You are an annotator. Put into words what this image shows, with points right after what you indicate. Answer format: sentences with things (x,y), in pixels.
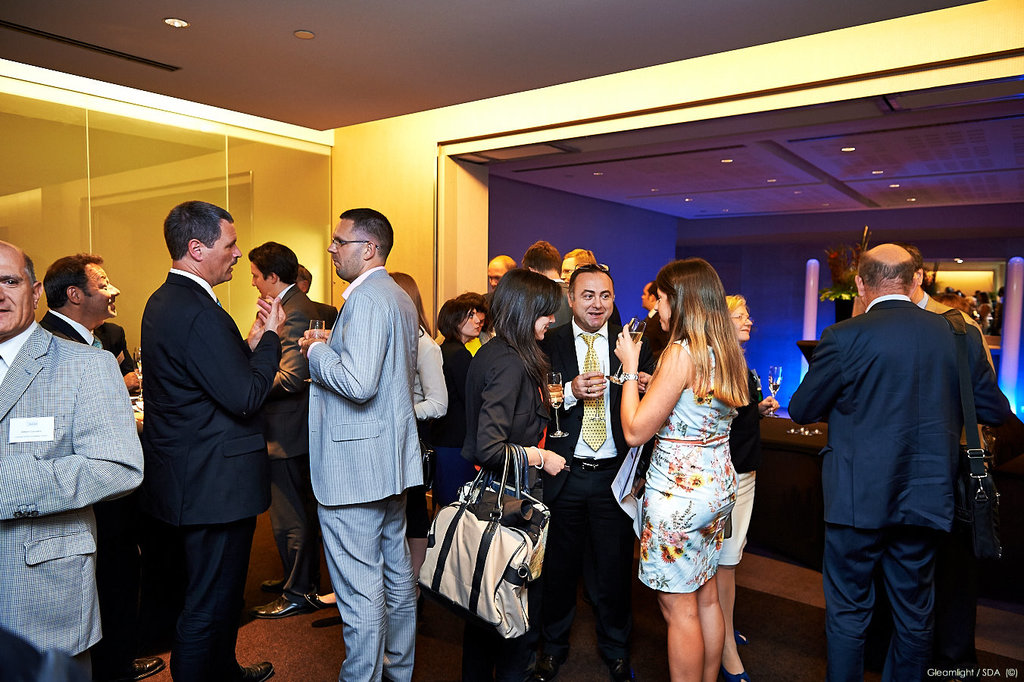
In this picture few people (553,465) standing and few of them holding glasses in their hands (588,387) and a woman (496,646) wore a bag (500,492) and I can see lights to the ceiling (436,52) and text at the bottom right corner of the picture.
